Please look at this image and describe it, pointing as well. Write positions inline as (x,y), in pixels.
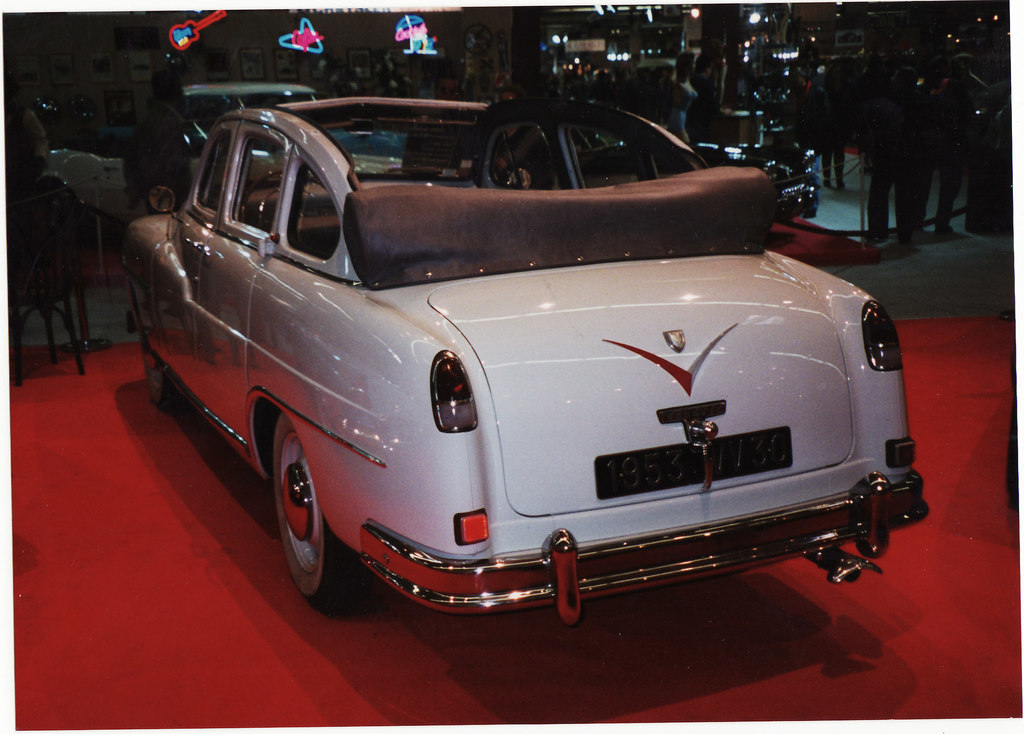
In this picture we can see vehicles (277,221), poles (81,305) and mats (789,235) on the floor (943,279). There are people (168,180). In the background of the image (49,107) we can see frames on the wall (488,23), lights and objects (578,54).
